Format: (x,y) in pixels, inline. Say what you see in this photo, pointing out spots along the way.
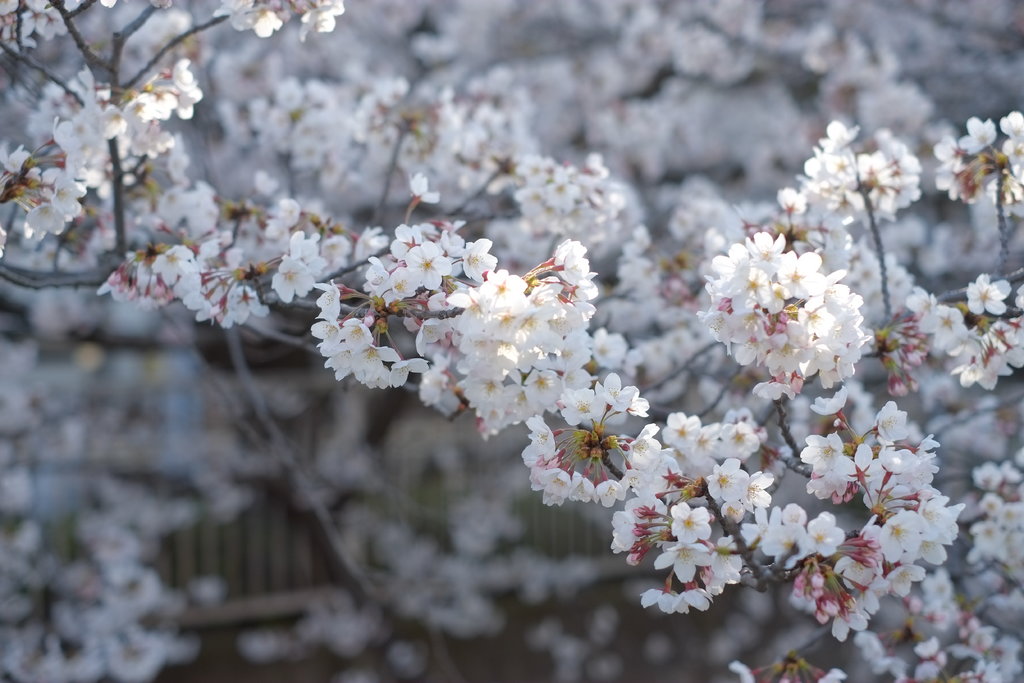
In this picture there are white color flowers (474,318) on the tree (916,339). At the back (557,542) there is a railing (563,518). At the bottom (566,604) it looks like ground (536,655).
